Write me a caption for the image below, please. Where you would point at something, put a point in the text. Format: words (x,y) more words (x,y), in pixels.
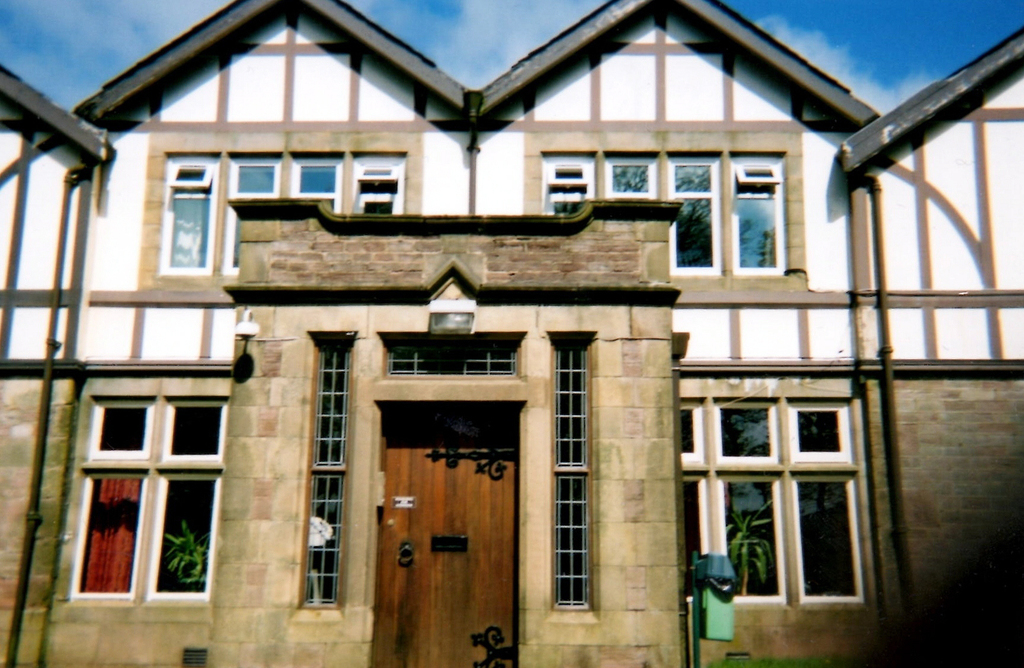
In this picture there is a building (986,513). At the bottom (468,446) there is a door (449,441), beside that we can see the windows (778,522). At the top of the door (467,466) there is a light (474,313), beside that there is a camera (242,330). At the top (467,38) we can see sky (475,28) and clouds (475,28). On the right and left side we can see the pipes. Through the window (776,537) we can see the plants (189,546).
